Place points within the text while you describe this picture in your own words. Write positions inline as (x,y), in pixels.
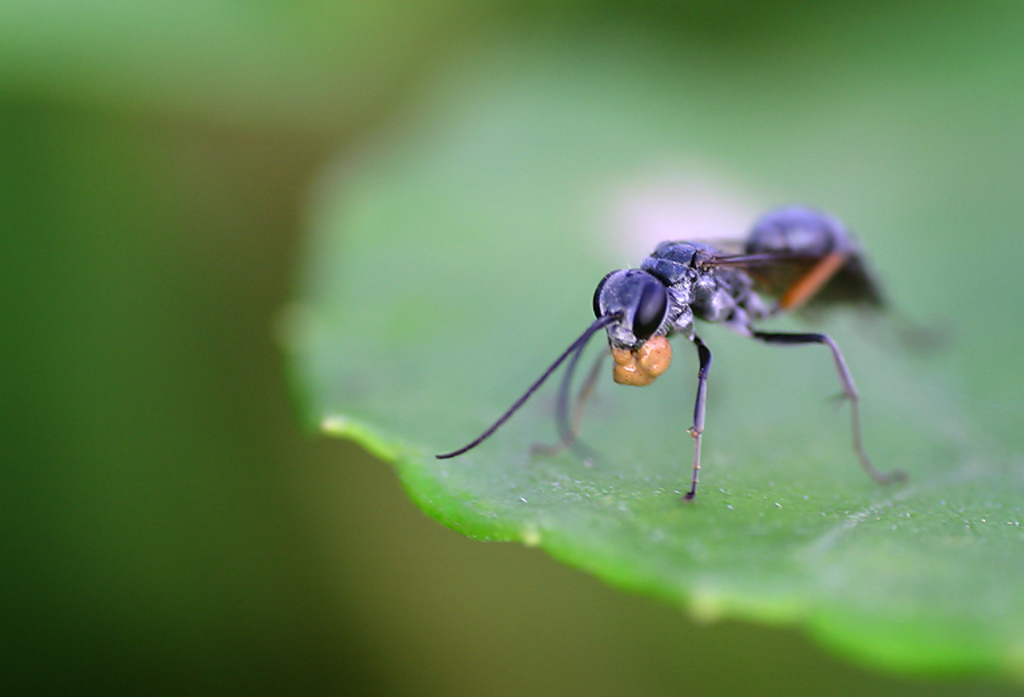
In this image we can see a insect (511,412) on the leaf (717,373).
